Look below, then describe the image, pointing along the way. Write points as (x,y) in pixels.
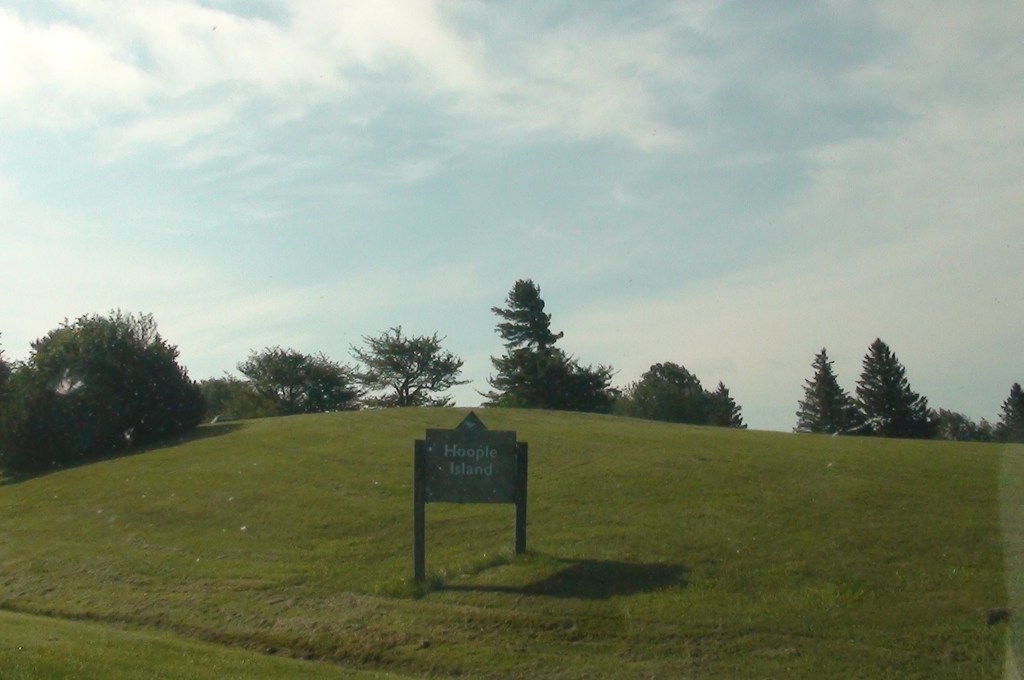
At the bottom of this image (483,481), there is a sign board (493,465) attached to the two poles (520,443) which are on the ground (391,561), on which there are trees (385,370) and grass (124,518). In the background (404,329), there are clouds (202,103) in the sky (64,58).
